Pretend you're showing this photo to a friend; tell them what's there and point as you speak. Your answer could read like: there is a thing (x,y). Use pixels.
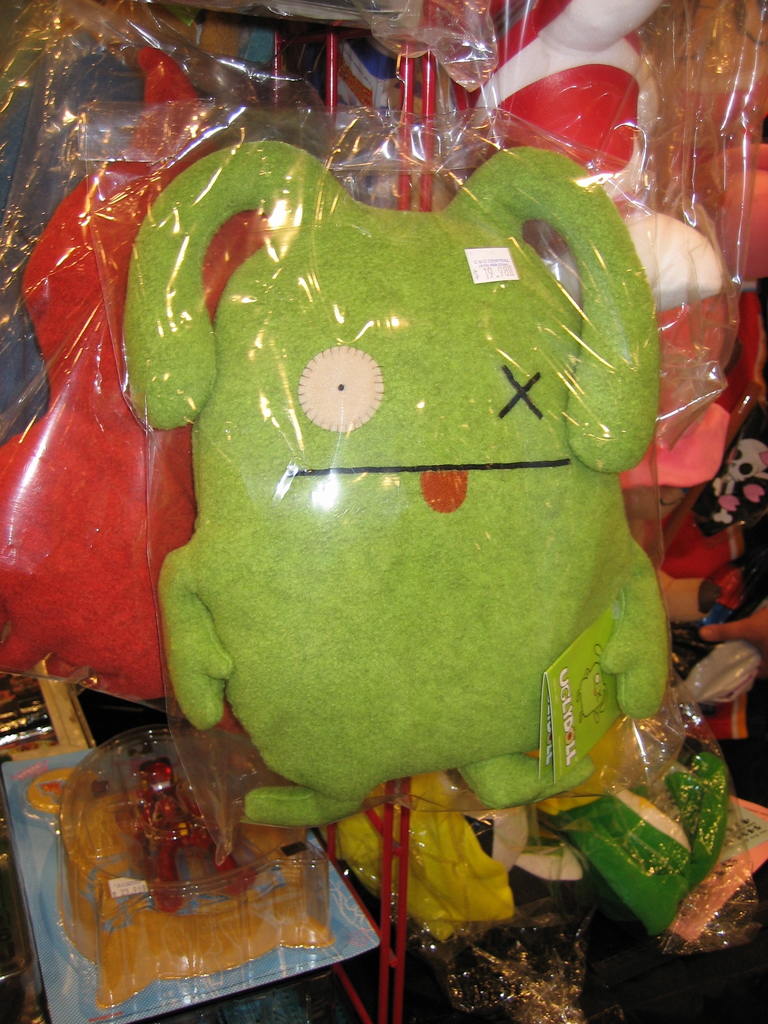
Here we can see toys (223,726) are in plastic covers (188,761). Front we can see green and red color toys (356,638).
